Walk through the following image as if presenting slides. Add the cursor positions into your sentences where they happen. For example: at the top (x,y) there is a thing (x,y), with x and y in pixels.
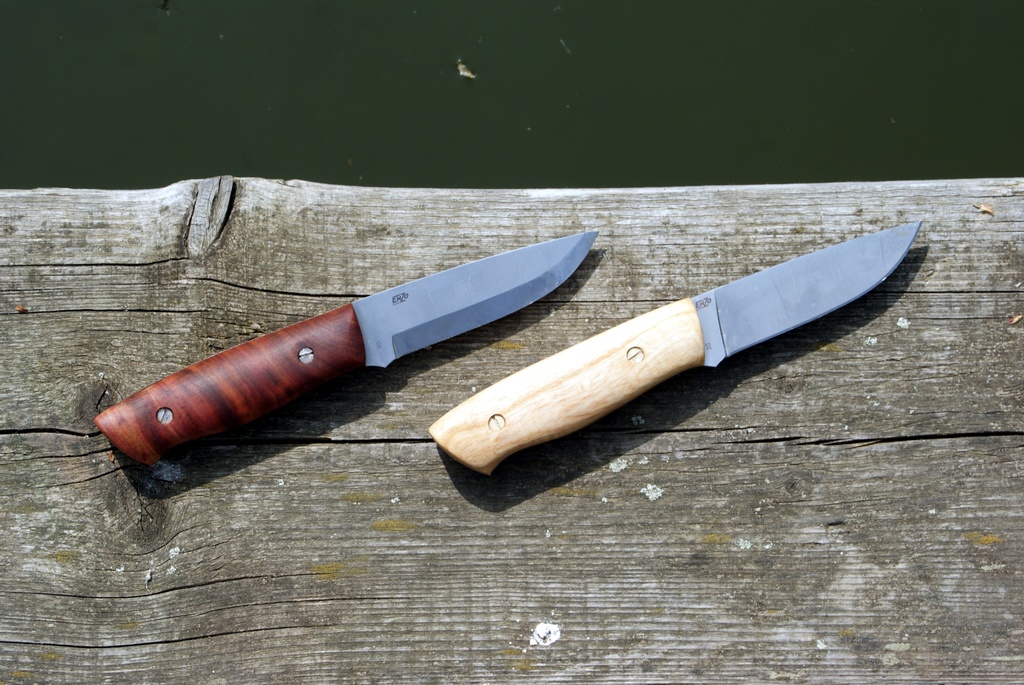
In the center of the picture (628,343) there are two knives (646,335) placed on a wooden object (237,262). At the top (490,97) we can see water (413,57).
